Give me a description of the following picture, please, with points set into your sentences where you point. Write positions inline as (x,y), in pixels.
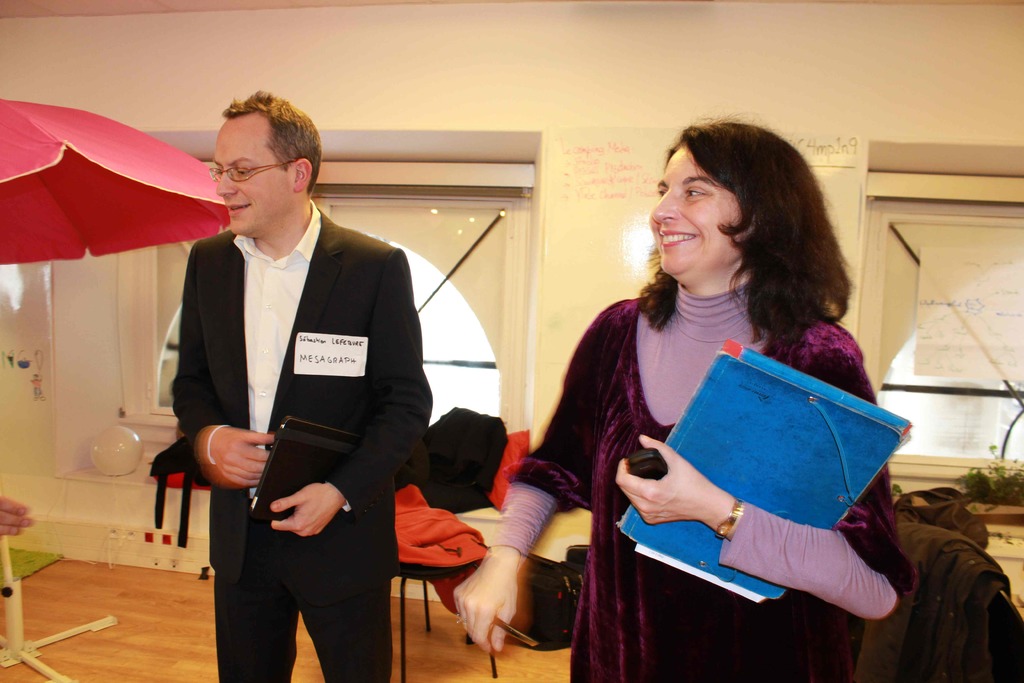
This is an inside view of a room (194,674). Here I can see a man (308,153) and a woman (658,639) are holding files (780,481) in their hands (316,504), standing and smiling by looking at the left side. On the left side (59,183) there is an umbrella (52,197). At the back of this woman (828,667) there are few objects (922,587). In the background (382,191), I can see two windows (941,212) to a wall (646,90) and there is a board (603,182) attached to the wall (681,58). On the board (612,167) I can see some text (585,187).
